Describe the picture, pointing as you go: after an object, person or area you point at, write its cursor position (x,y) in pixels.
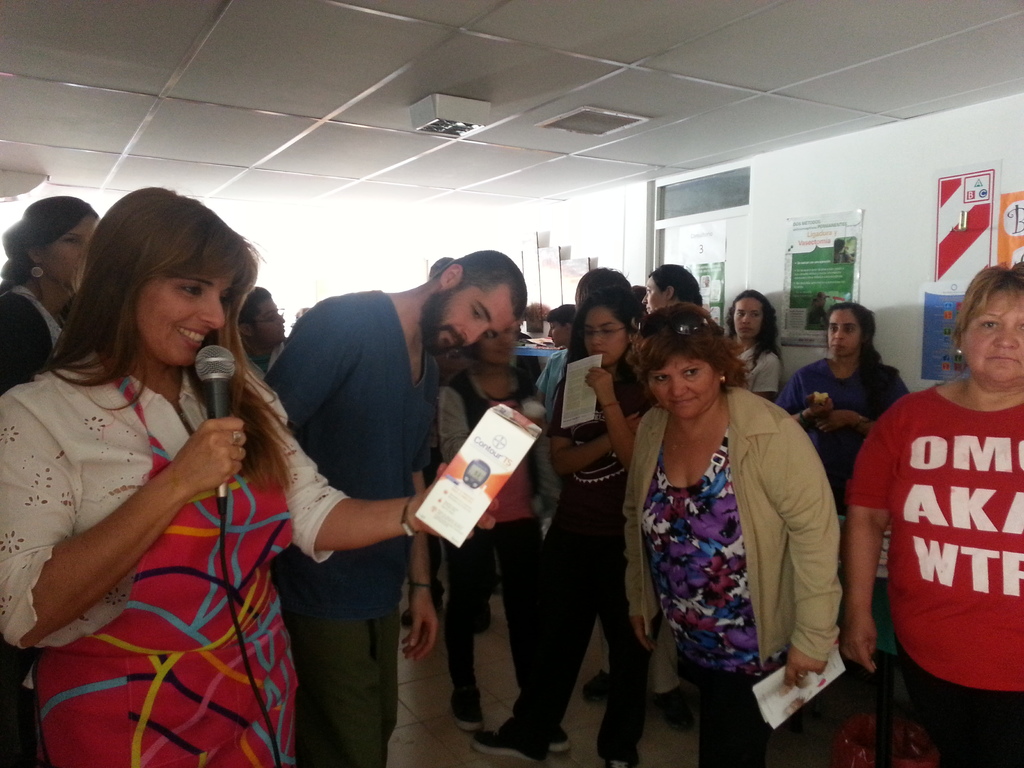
There are group of persons (431,443) in this image standing. Woman (157,477) at the left (181,502) is holding mic (213,351) in her hand (242,443) and smiling holding a box (473,482) in her hand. In the background (506,358) the persons (501,358) are standing. On the wall (887,230) there are posters (980,209).
